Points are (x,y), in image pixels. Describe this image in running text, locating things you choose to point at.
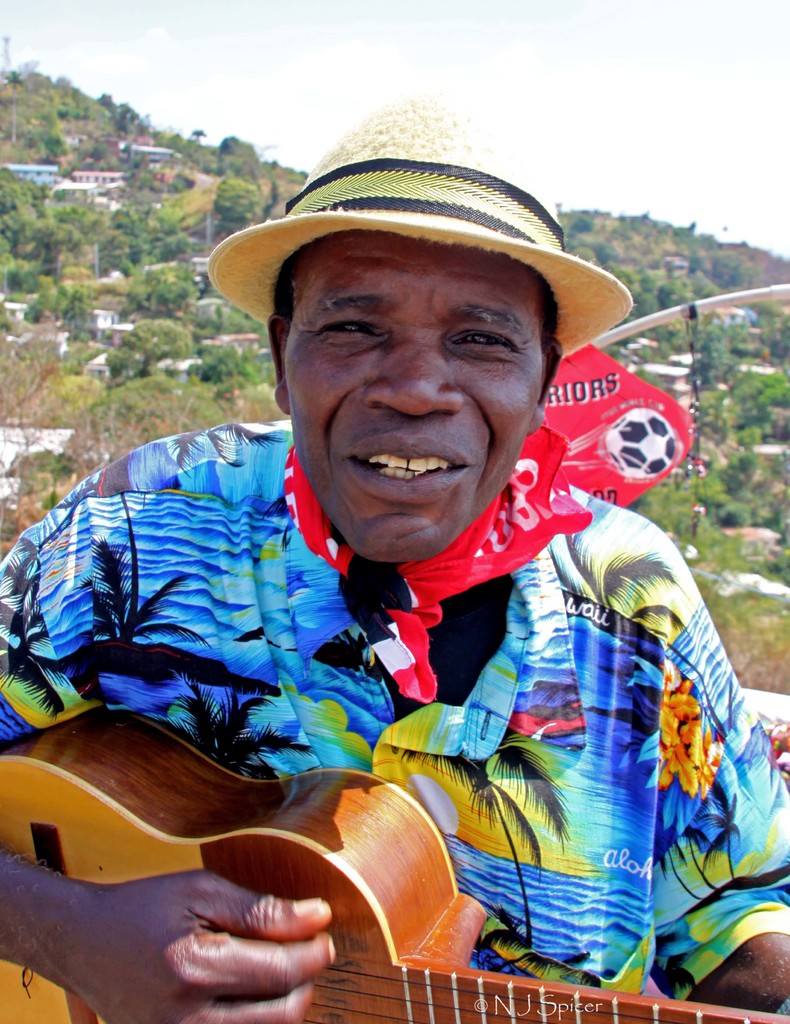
In this picture we can see man (406,709) wore colorful shirt (188,655), red color cloth (396,603) to his neck (332,544), cap (290,214) and holding guitar (399,840) in his hand (210,878) and in background (129,192) we can see mountain (65,125), trees (100,226), houses (110,327).
